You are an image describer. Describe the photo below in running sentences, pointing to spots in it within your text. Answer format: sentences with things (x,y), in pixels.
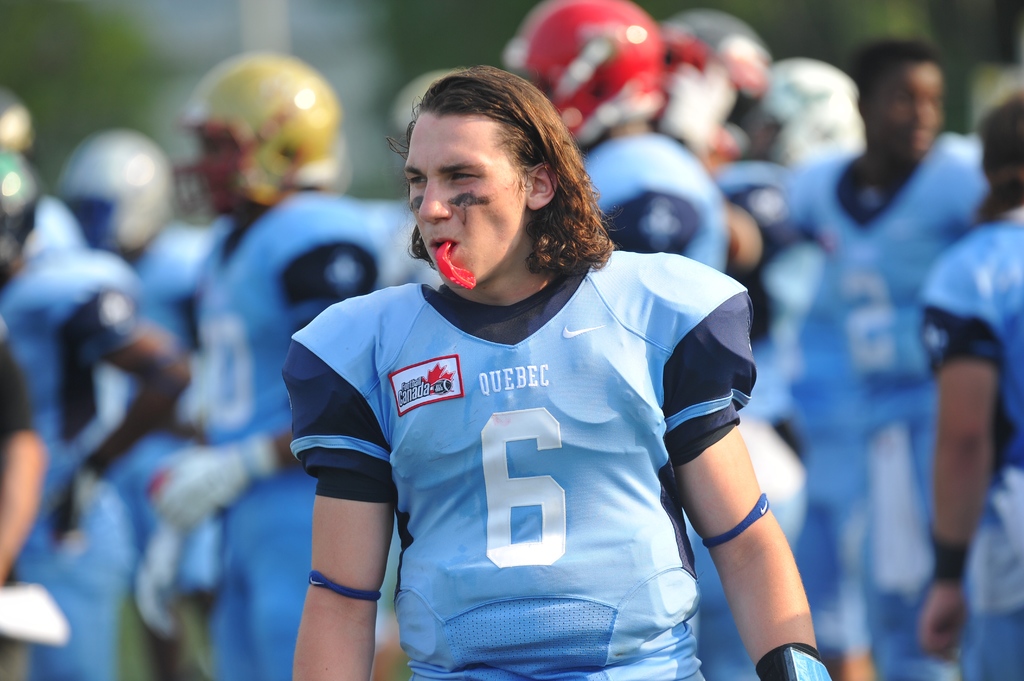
In this image we can see a person (496,455) is wearing blue color dress (581,574) and keeping something in his mouth (440,241). In the background of the image (436,276) we can see a group of people (94,383), but it is in blur.
